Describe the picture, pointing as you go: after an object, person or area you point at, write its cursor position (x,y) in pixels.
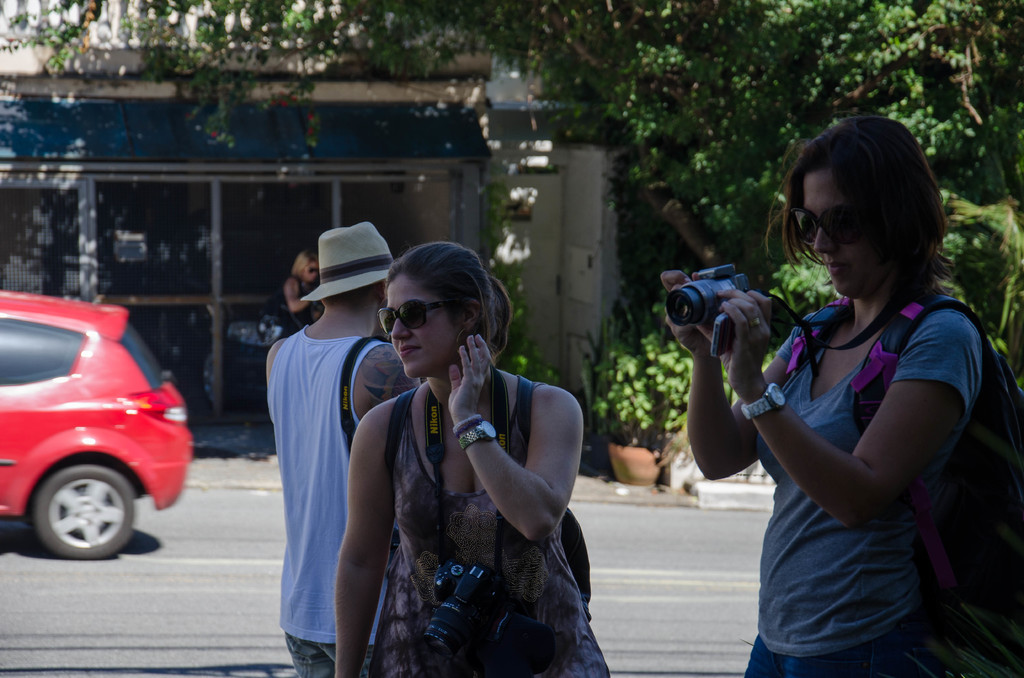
In the foreground (395,527) I can see four persons (269,409) on the road (596,627) and a woman (840,593) is holding a camera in hand (762,348). In the background (732,252) I can see trees (584,55), building (265,117), houseplants (608,331) and a car (114,464) on the road (191,536). This image is taken during a day.
